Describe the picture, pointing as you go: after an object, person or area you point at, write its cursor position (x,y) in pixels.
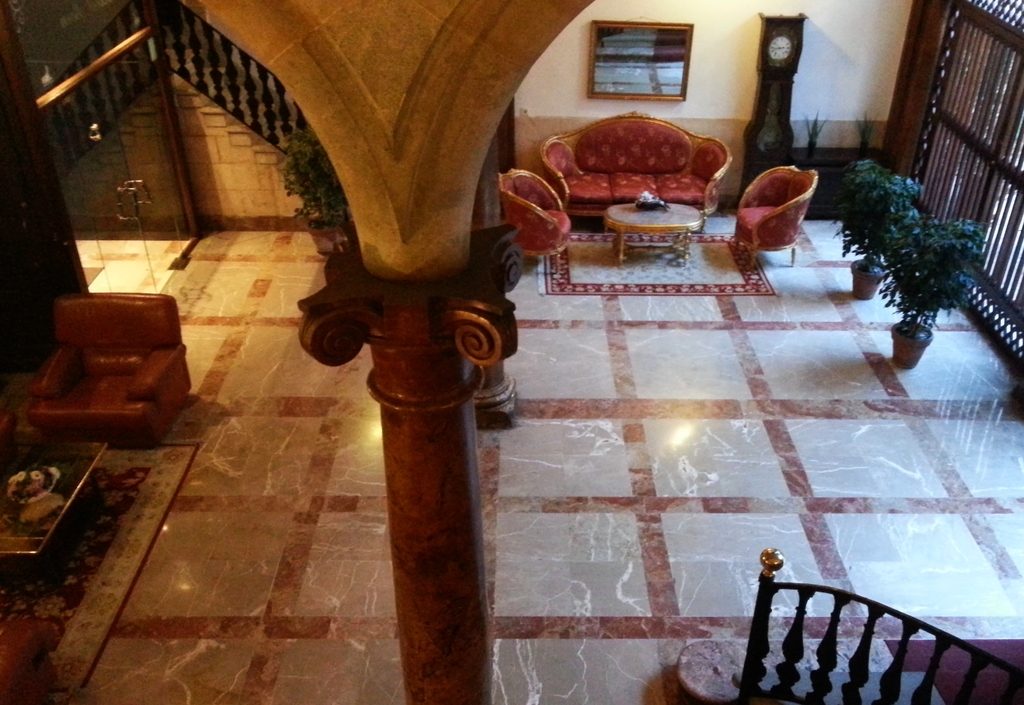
At the top (436,78) we can see a pillar (426,420). This is a door (148,222). We can see chairs (159,343) and sofas (663,160). We can see flowers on the tables (67,500). This is a floor (744,511). This is a clock (786,82).
